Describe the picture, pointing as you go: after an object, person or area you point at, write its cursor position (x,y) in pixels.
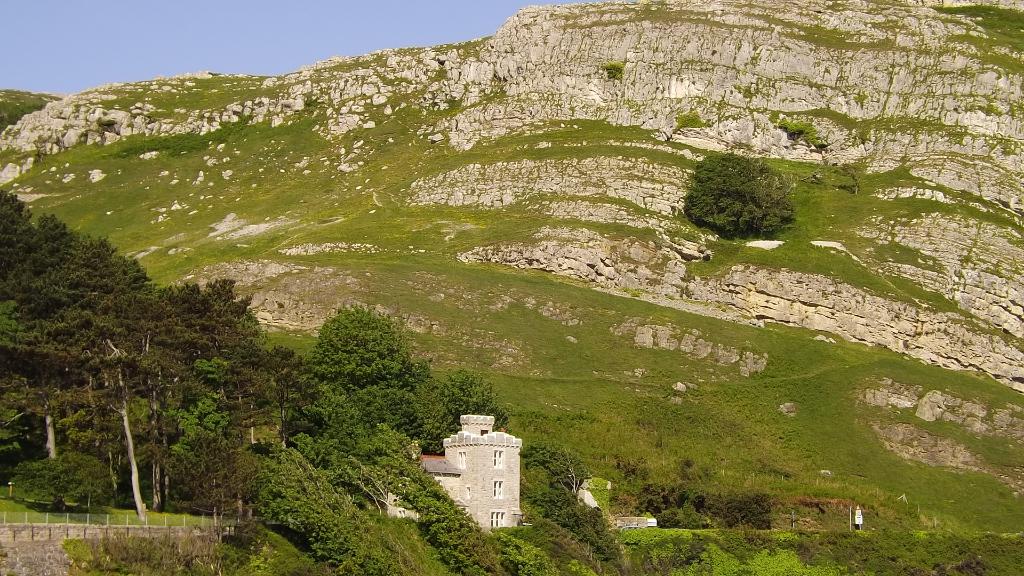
In this image I can see hills (390,225), trees (330,418), buildings (506,449) and in the background (282,42) there is sky (242,57).
